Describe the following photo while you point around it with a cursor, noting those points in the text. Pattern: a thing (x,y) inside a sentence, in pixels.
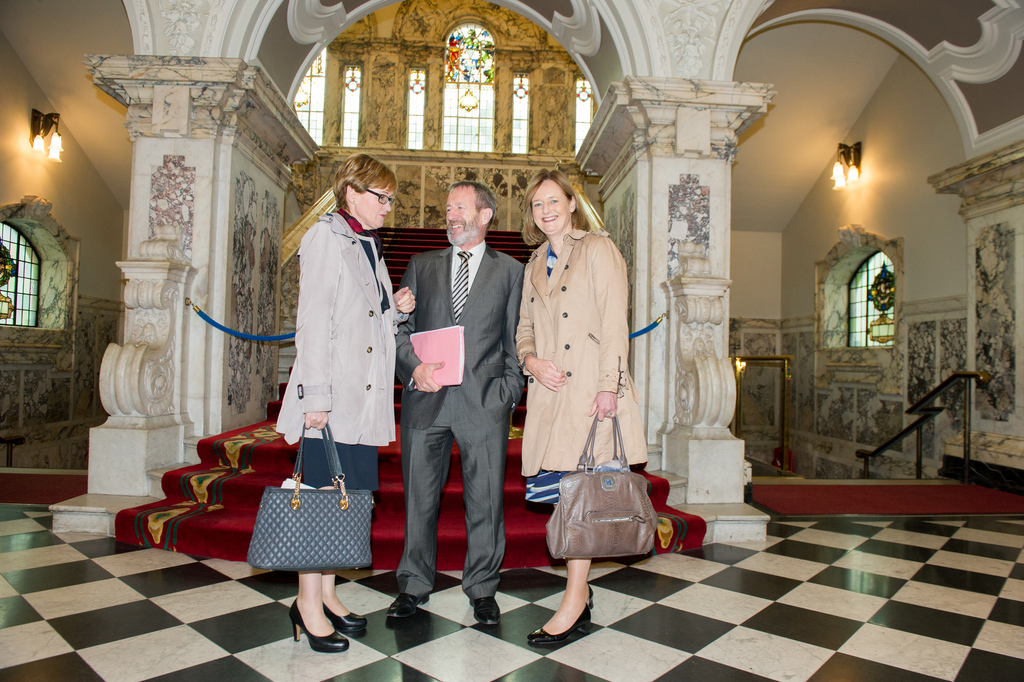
This is an inside view picture of a building (28,72). We can see the lights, objects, glass windows (452,114), stairs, rope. We can see the carpet (435,234) on the stairs (219,495). We can see the women (638,421) are holding handbags (620,518). We can see a man (421,415) is holding a book (439,350) and he is smiling. They all are standing. At the bottom portion of the picture (447,652) we can see the floor (1004,681). On the right side of the picture (966,388) we can see a railing (966,463).
